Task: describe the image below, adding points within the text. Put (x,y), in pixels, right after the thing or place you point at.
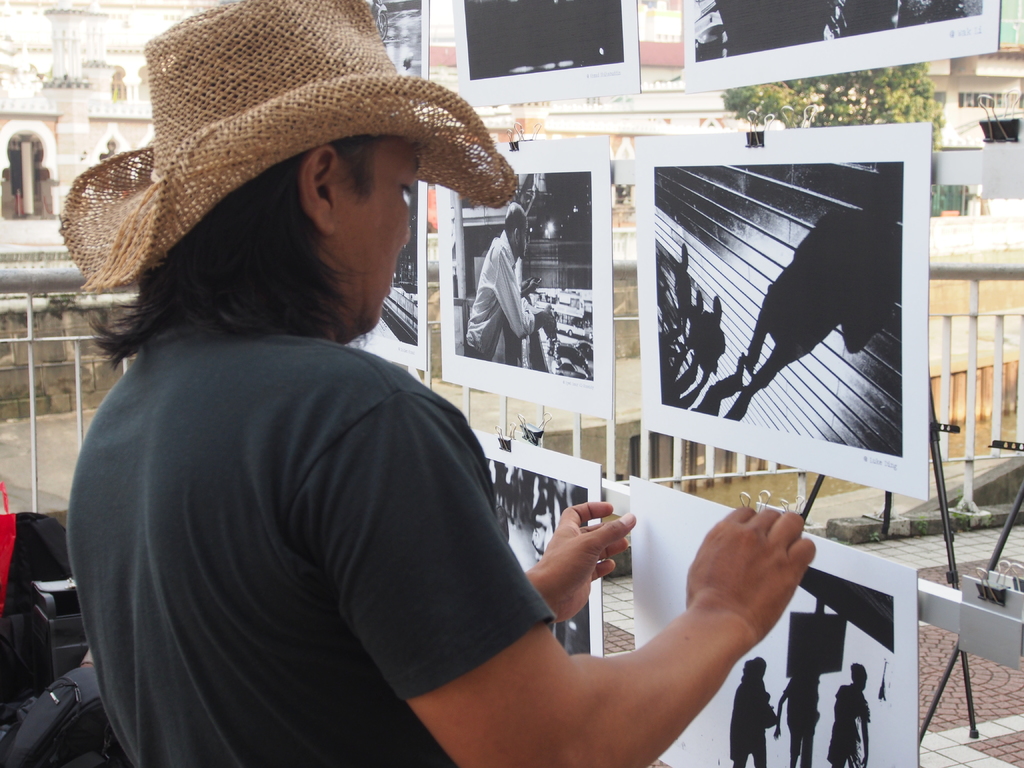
On the left side (289,470) I can see a person (275,586) wearing t-shirt (203,458), cap (223,185) on the head (272,200) and looking at the frames (582,336) which are attached to a metal stand (923,598) which is in front of this person (583,516). Beside this person (122,589) there is a bag (56,727). In the background (59,122), I can see a building (92,81). On the right side (997,455) there is a railing (949,333) and some water (753,491) on the ground (735,495) and also there is a tree (805,99).
